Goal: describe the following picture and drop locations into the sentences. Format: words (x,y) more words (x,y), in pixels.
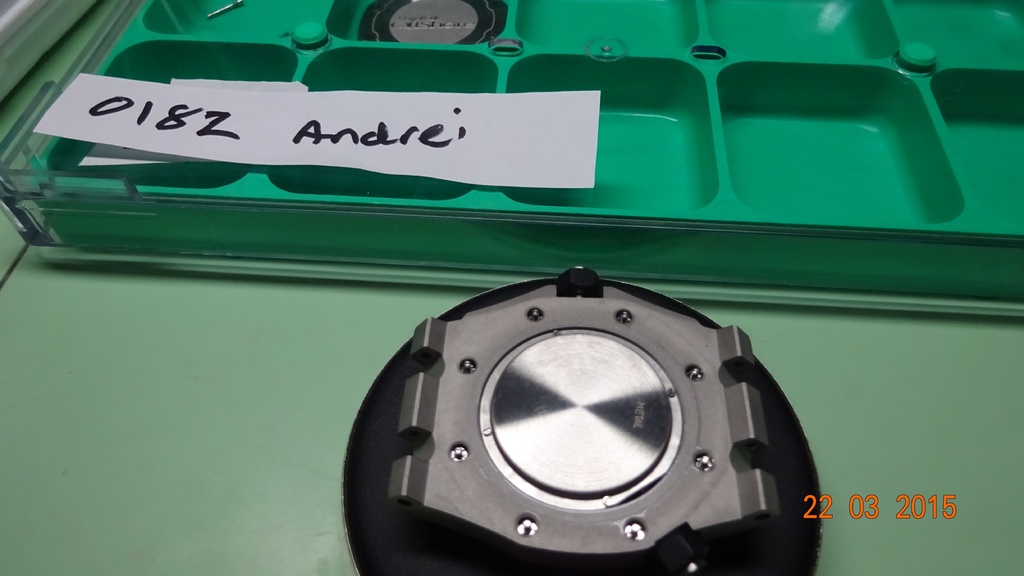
In this image I can see green color object (609,140) and some other object (527,418) over here. Here I can see a paper (276,131) on which something written on it. Here I can see a watermark (861,496).
